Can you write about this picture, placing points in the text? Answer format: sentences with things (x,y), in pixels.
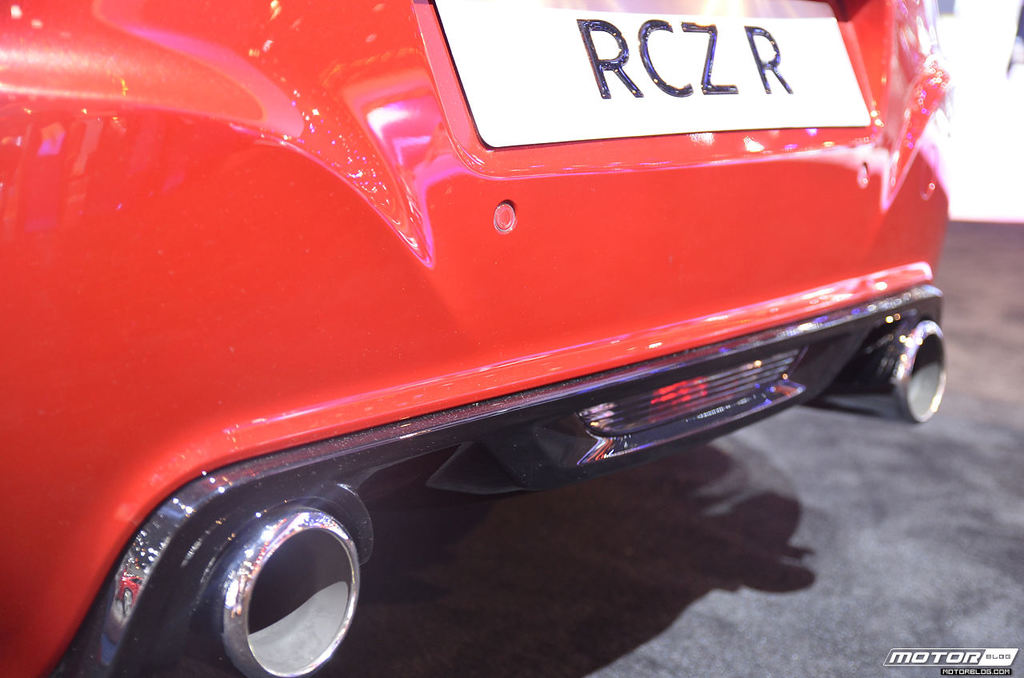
In this picture we can see a red color car (904,371). There is a number plate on this car (349,598). We can see a watermark (927,656) on the right side (927,656).
